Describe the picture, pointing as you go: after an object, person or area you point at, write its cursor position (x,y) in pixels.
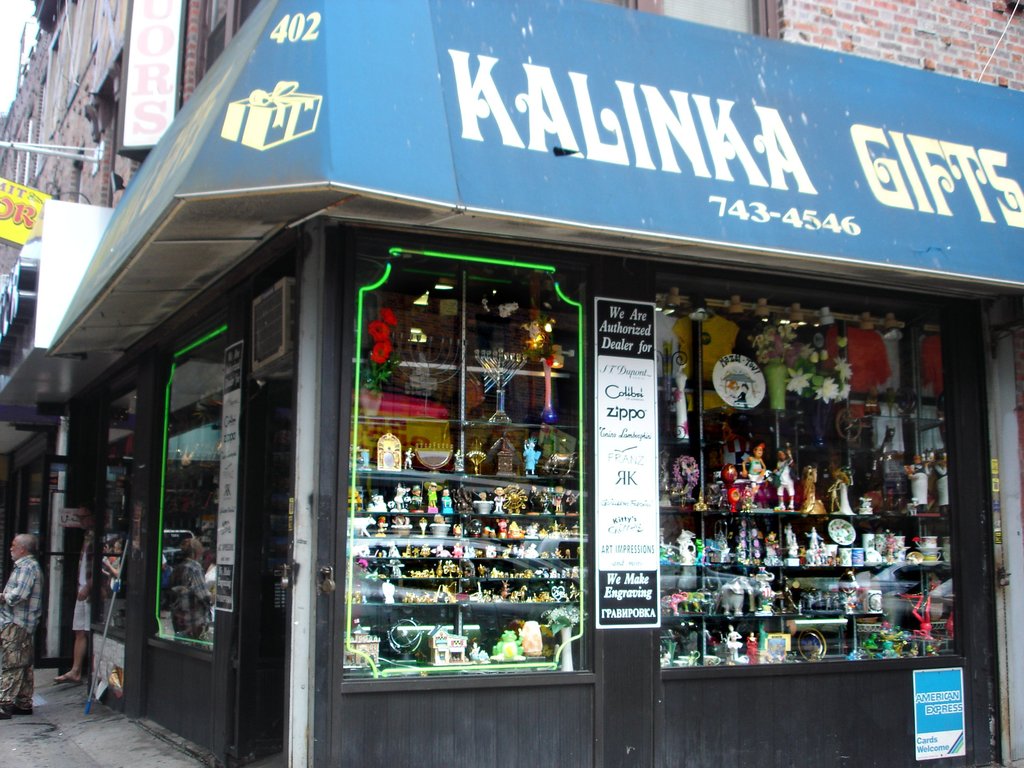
In this image we can see buildings (61,110), there is a shop (447,505), there are some objects (724,543) on the racks (691,556), there are windows (730,560), pole (293,617), boards (964,718), and poster (633,372) with some text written on it, there are two persons (89,600).
